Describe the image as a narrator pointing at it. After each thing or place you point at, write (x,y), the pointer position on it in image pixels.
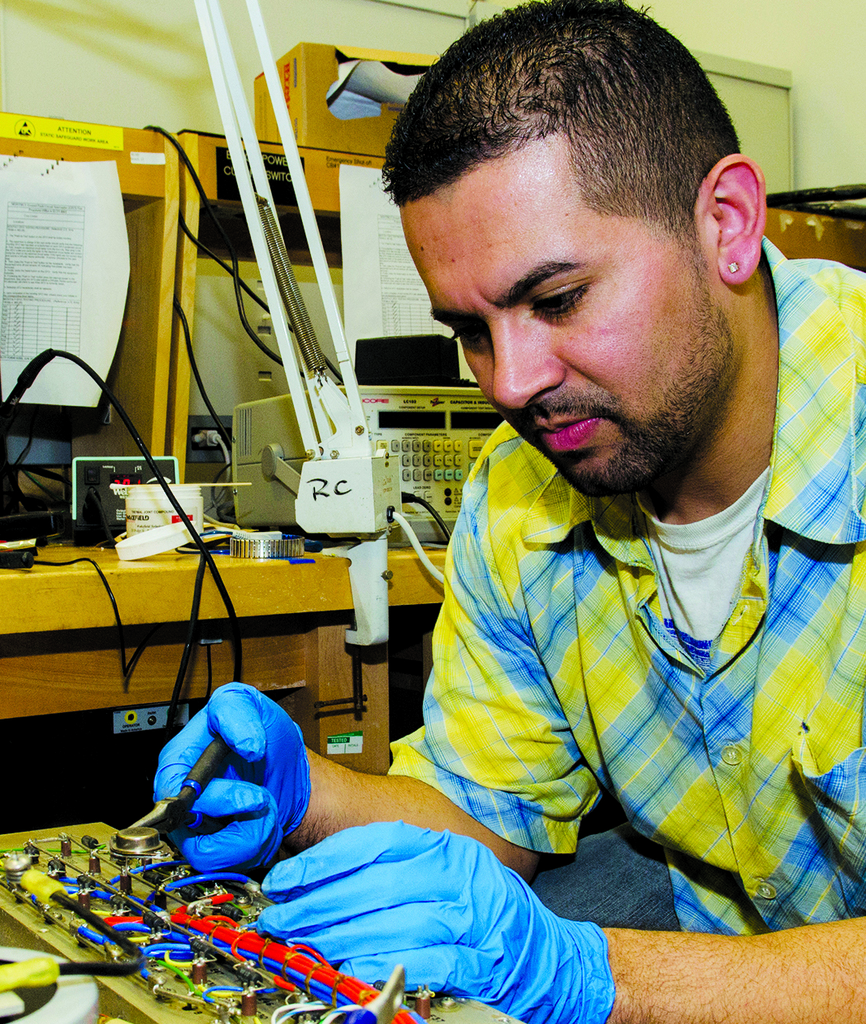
This picture is taken inside the room (612,806). In this image, on the right side (758,396), we can see a person (824,375) wearing gloves (216,725) to his hands (294,908) and holding some object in his hand (302,790) and the person (636,636) is in front of the electronic equipment (125,882). In the background (150,623), we can see a table (179,605), on the table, we can see some electronic equipment (268,493), electronic instruments (403,466), electrical wires (15,497), pole (291,362), paper (2,305) with some text (406,289) written on it. In the background (15,112), we can also see a wall (852,132).
